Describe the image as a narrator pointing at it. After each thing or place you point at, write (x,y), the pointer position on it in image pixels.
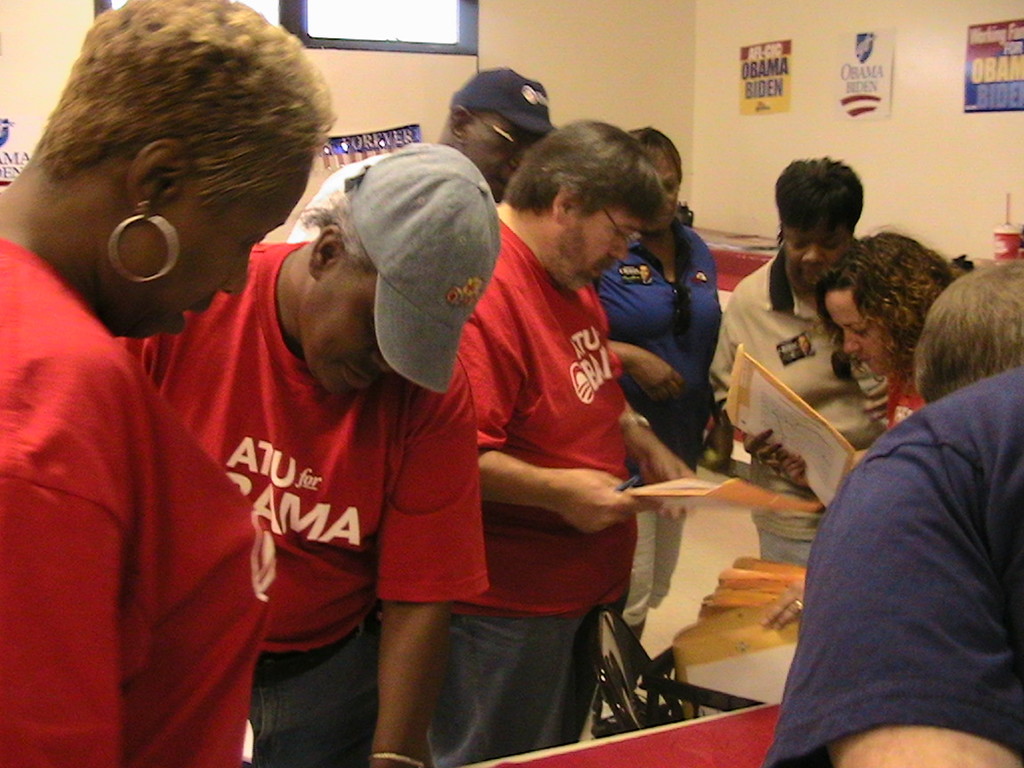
In this picture we can see a group of people (439,389) wearing a red t-shirt (614,542), standing in front and holding the envelope (768,496). Behind there is a yellow wall (434,102).
